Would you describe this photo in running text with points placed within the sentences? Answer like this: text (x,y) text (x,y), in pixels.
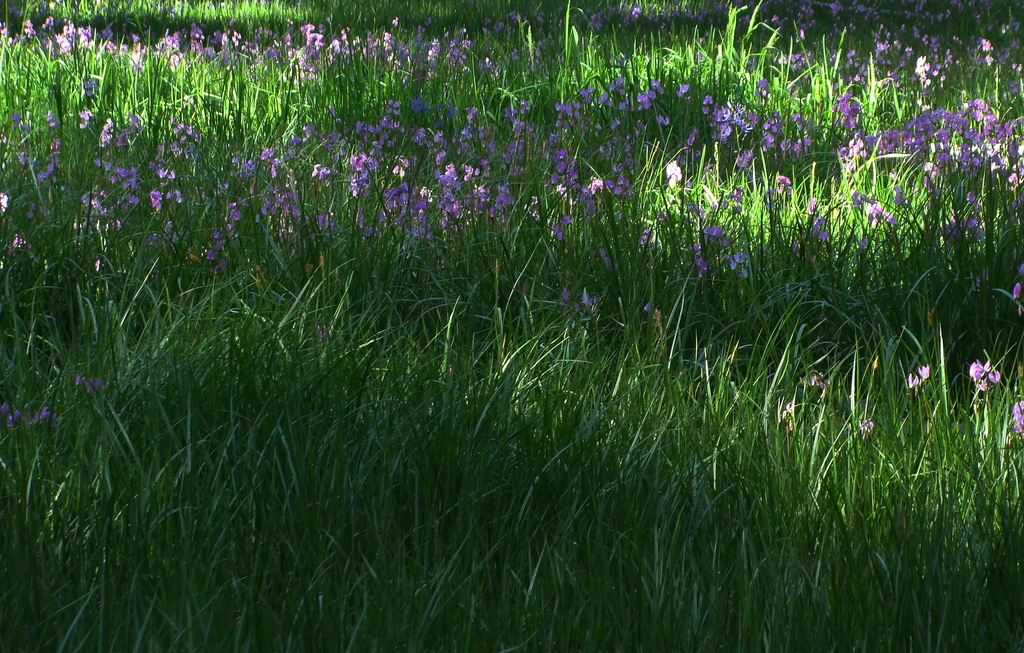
In this picture I can see grass (306,268) and flowers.
